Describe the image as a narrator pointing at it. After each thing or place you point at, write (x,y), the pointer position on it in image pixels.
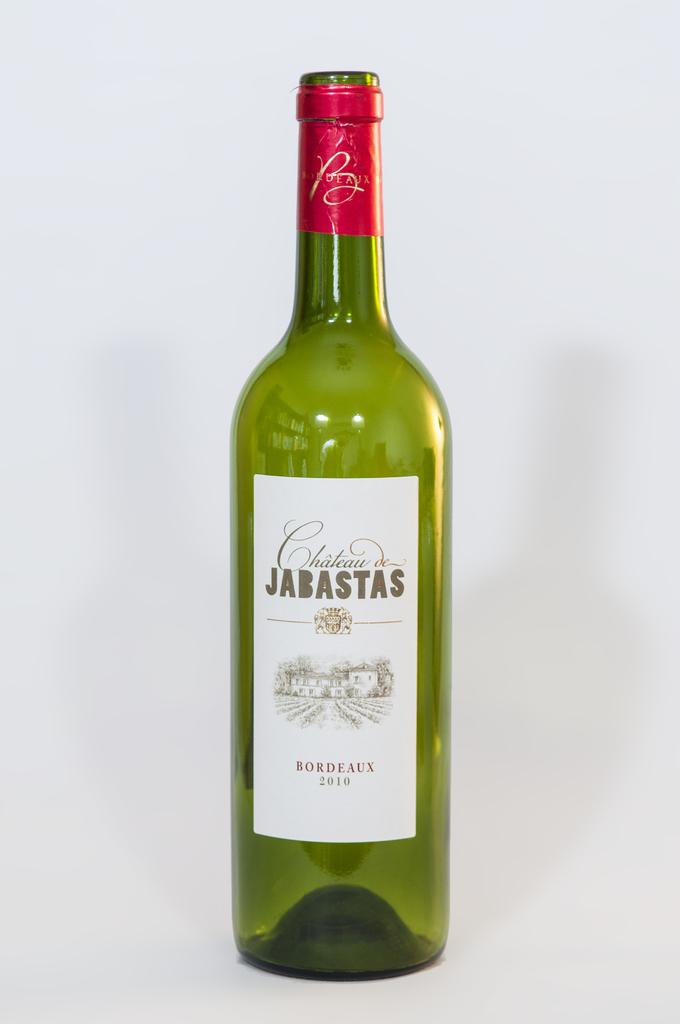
In the foreground of this image (364,524), there is a green colored bottle (364,704) and the background (495,190) is in white color.
